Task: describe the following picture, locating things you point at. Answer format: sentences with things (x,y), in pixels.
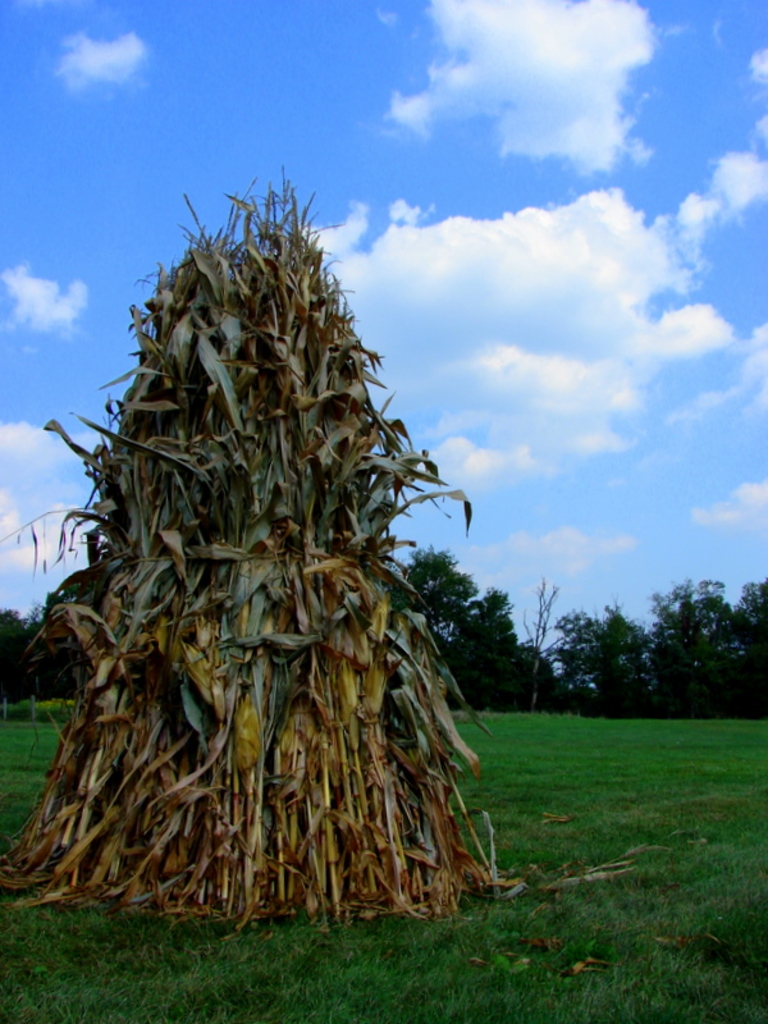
In this image in the front (399,959) there's grass (415,1006) on the ground (407,956). In the center (285,621) there are plants (274,662). In the background (647,642) there are trees (617,628) and we can see clouds (464,251) in the sky (518,256).
